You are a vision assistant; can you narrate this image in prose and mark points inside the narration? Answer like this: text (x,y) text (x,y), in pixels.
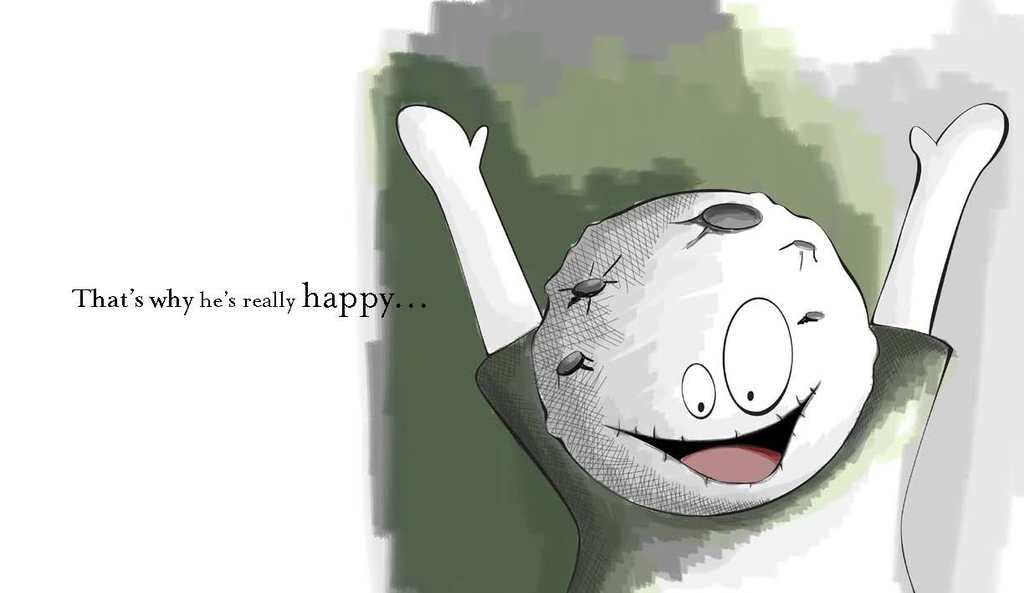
In this image we can see a cartoon of a boy (720,470). On the right (685,76) there are trees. On the left (198,309) there is text (163,303).
